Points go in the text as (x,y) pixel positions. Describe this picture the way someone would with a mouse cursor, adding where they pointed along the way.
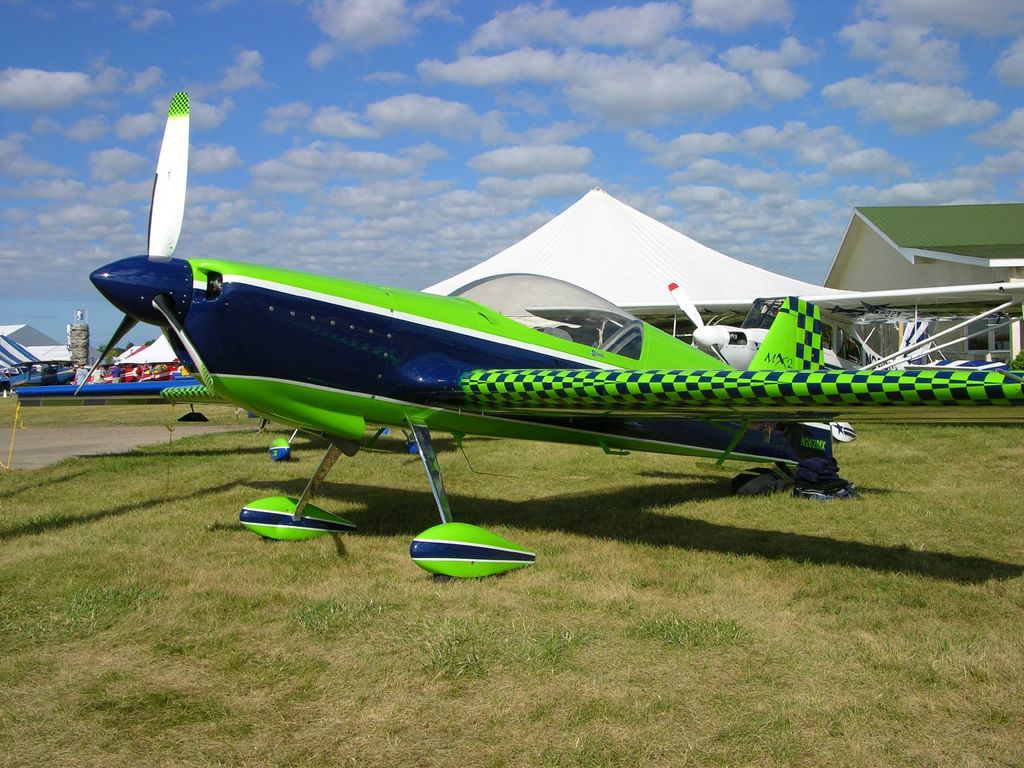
In this image we can see an aeroplane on the ground (505,498). In the background (712,87) we can see sheds (590,245), towers (81,332) and sky (470,94) with clouds (565,98).
